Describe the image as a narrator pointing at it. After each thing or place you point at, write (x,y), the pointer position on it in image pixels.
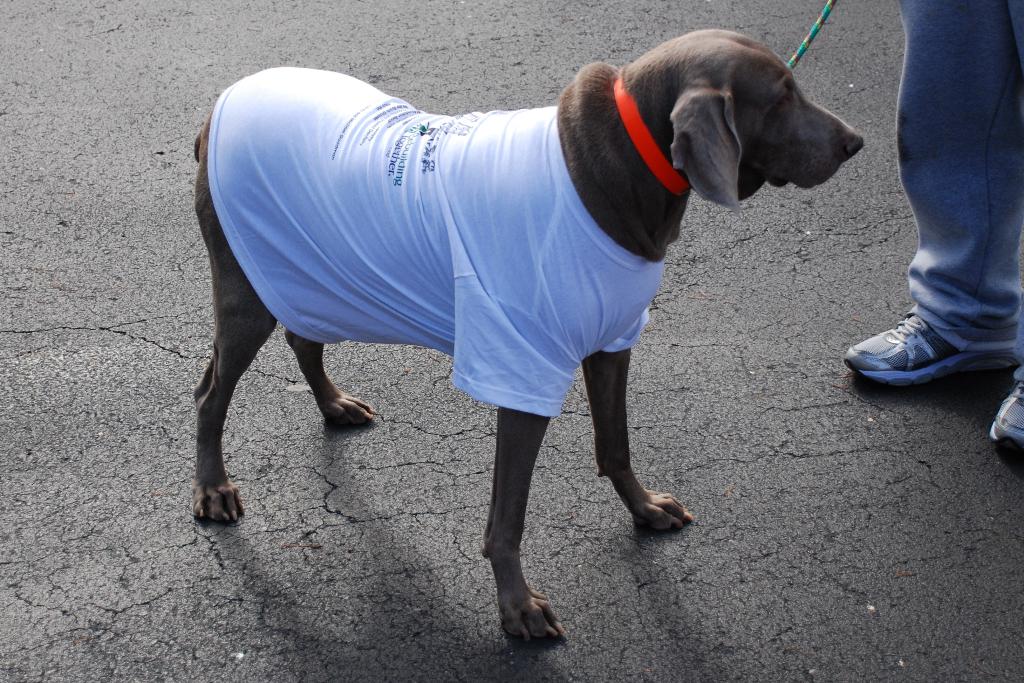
There is a dog (435,326) on the road (385,76). Here we can see legs (972,108) of a person (979,123).
